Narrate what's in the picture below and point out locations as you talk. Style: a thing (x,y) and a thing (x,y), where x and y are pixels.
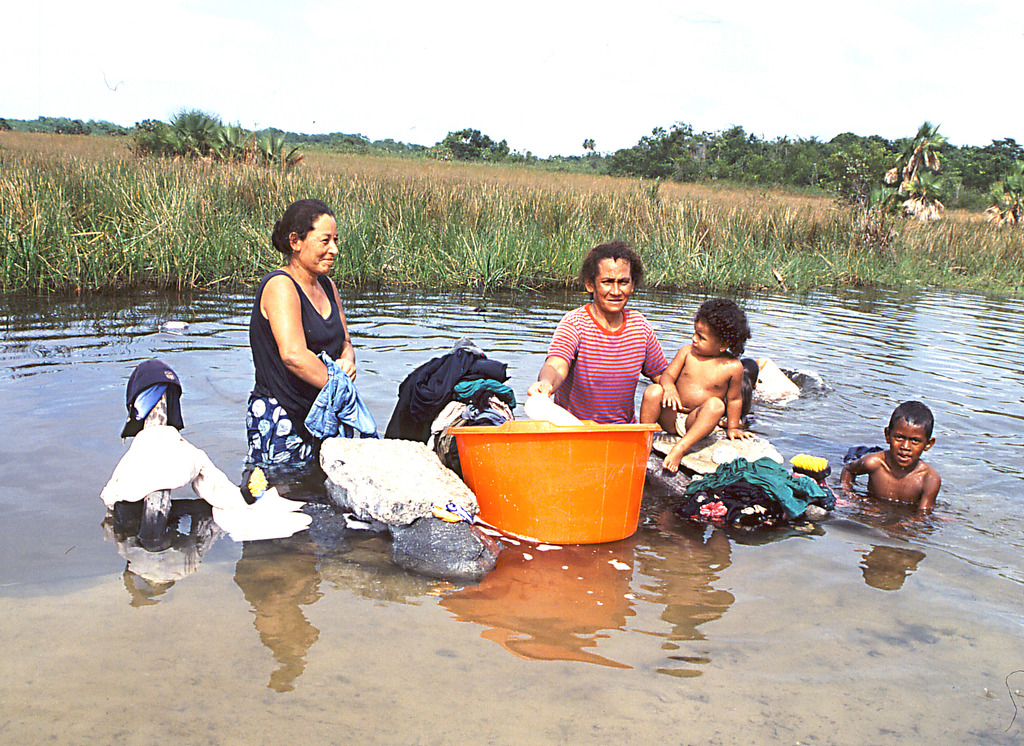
In this image we can see two women (627,313) and two children (731,377) are there. They are washing clothes (496,390). In front of them orange color tub (565,484) is there. Background of the image (47,137) field (205,165) and trees (936,166) are present. Bottom of the image (461,646) water (548,646) is there. Top of the image (484,44) sky (486,37) is there.
